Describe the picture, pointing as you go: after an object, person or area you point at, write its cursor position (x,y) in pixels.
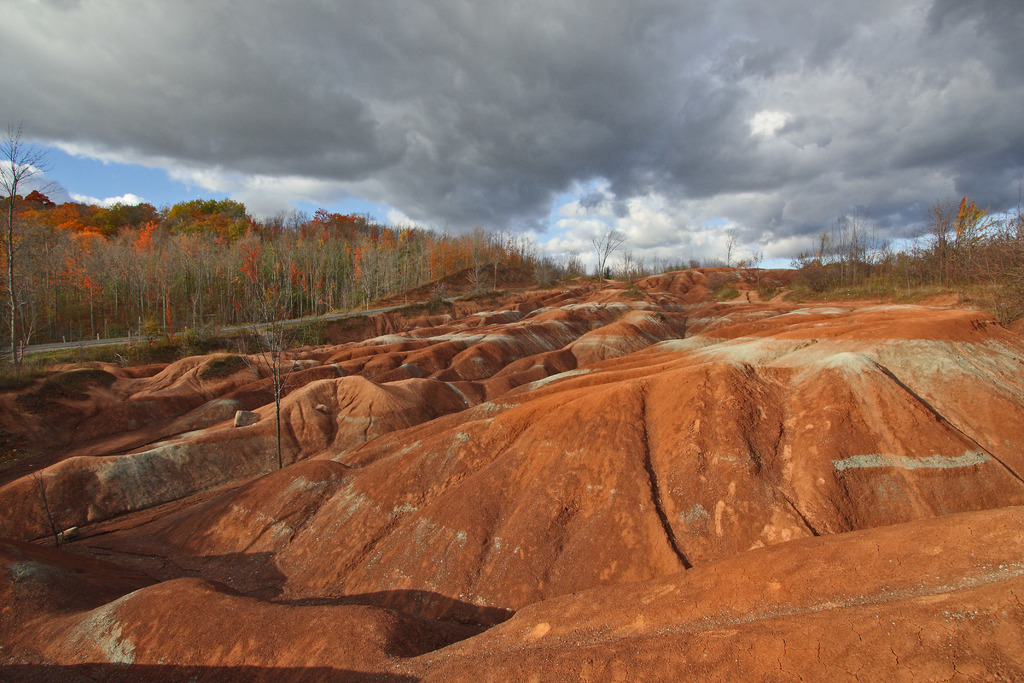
In the foreground of the image (481,544) there is mud (703,515), in the background of the image (102,267) there is road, trees (162,283) and sky (210,194).
